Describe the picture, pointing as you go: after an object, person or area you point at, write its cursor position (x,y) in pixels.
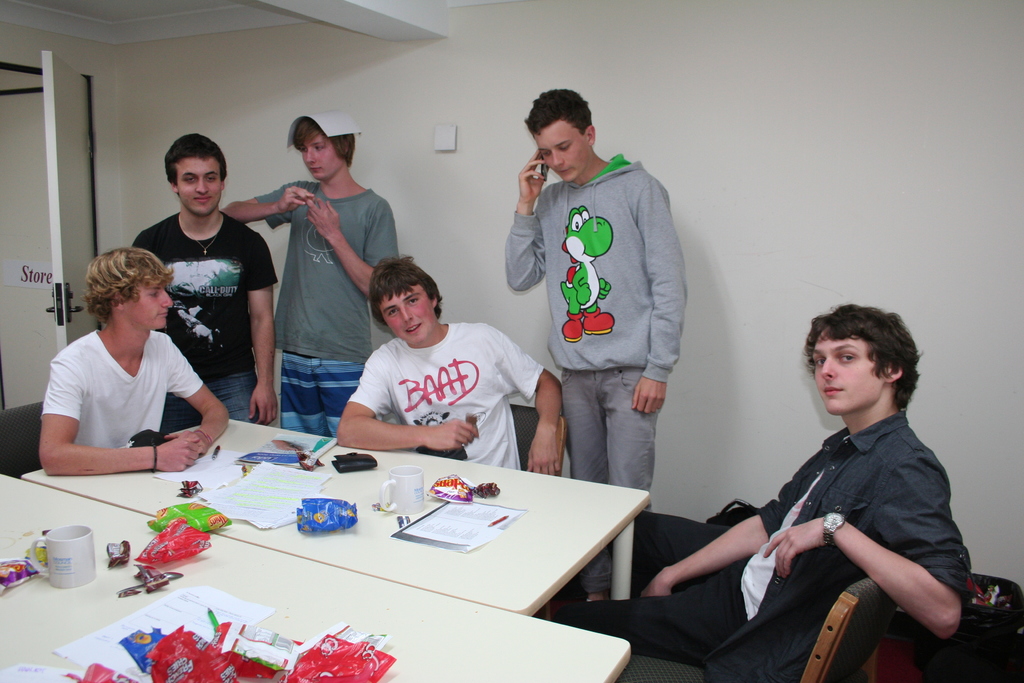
In this image there are group of persons (376,367) sitting and standing and at the foreground of the image (134,545) there is a table (281,569) on which there are snacks (188,554) and coffee cups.
